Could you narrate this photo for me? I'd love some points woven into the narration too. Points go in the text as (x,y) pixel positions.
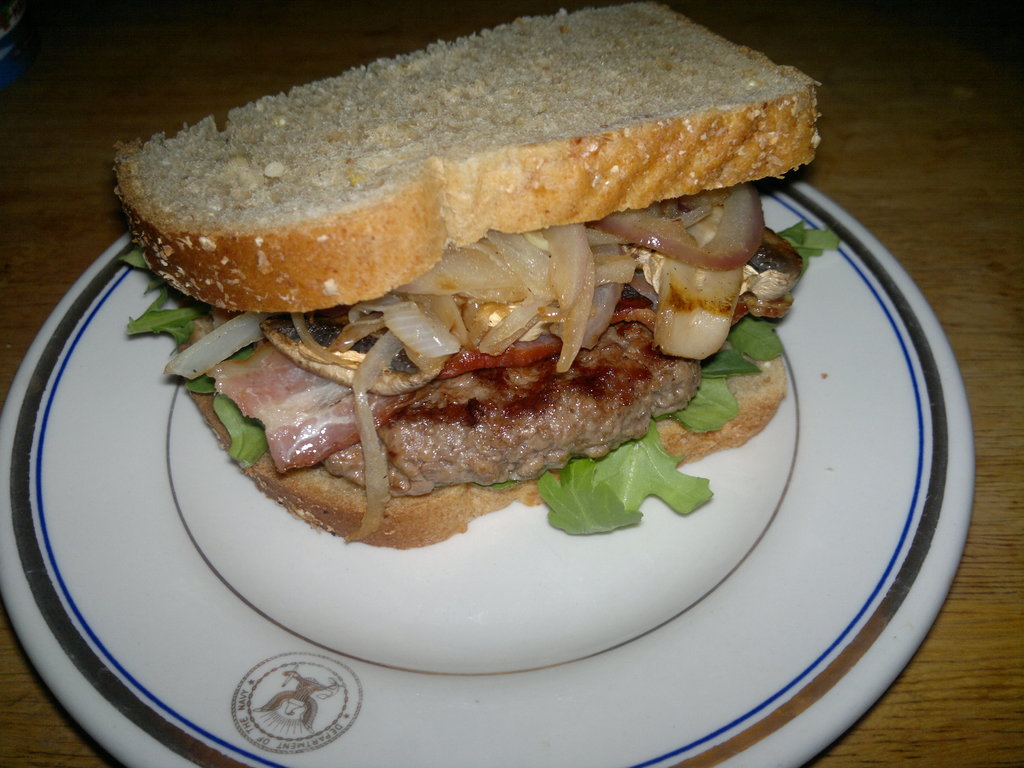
In this image, I can see a sandwich (401,323) in a plate (535,606), which is on a wooden object (926,183).
